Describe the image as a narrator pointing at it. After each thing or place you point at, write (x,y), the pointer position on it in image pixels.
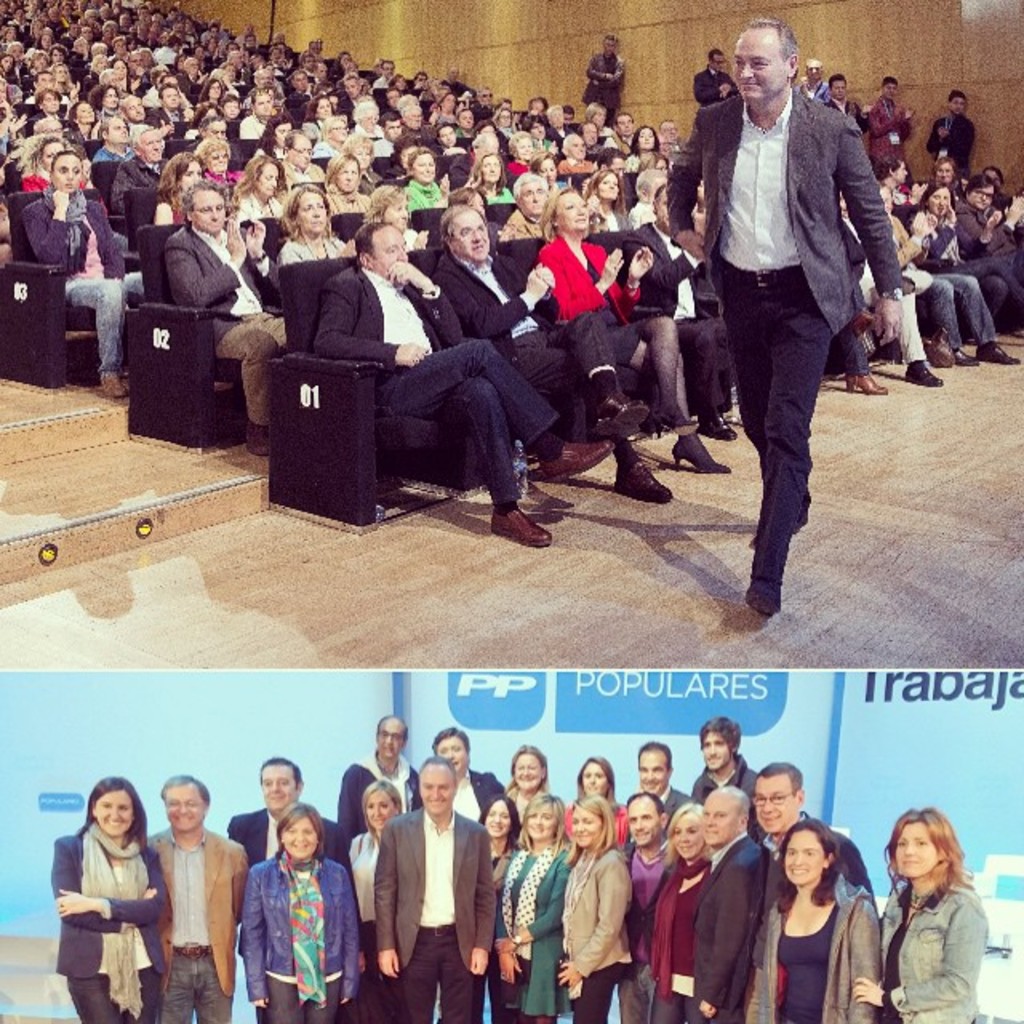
This picture is a collage of two images. In the first picture I can observe some people (492,347) sitting on the chairs (185,335) and on the right side (784,98) I can observe a man (755,323) walking on the floor (753,509). In the second picture I can observe group of people (453,909) standing on the floor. There are men (342,308) and women (541,815) in these two images.
